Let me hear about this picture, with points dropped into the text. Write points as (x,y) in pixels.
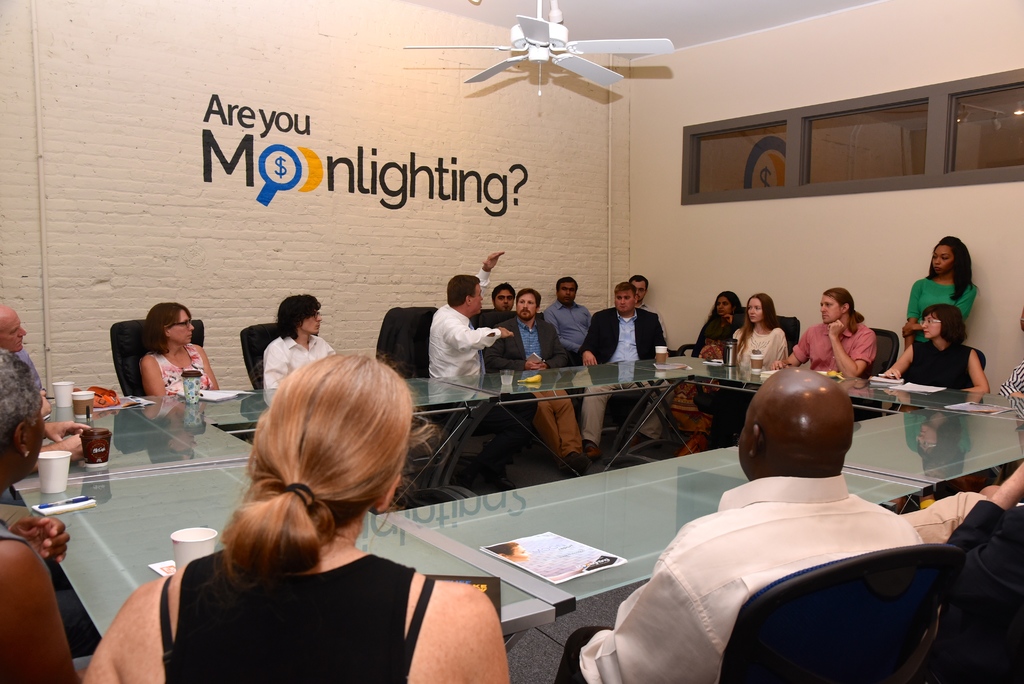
In this picture we can see a group of people (361,478) sitting on chair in front of a glass table (650,520), here a man (457,342) explaining something to people (532,323) behind him, there is a paper (564,569) on the table (511,570) we can see some cups (47,474) on the table (38,483), in the background (79,374) we can see a brick wall (254,249) and there is a fan (504,48) on the ceiling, on the right side of the picture (820,136) we can see a glass (859,150).
